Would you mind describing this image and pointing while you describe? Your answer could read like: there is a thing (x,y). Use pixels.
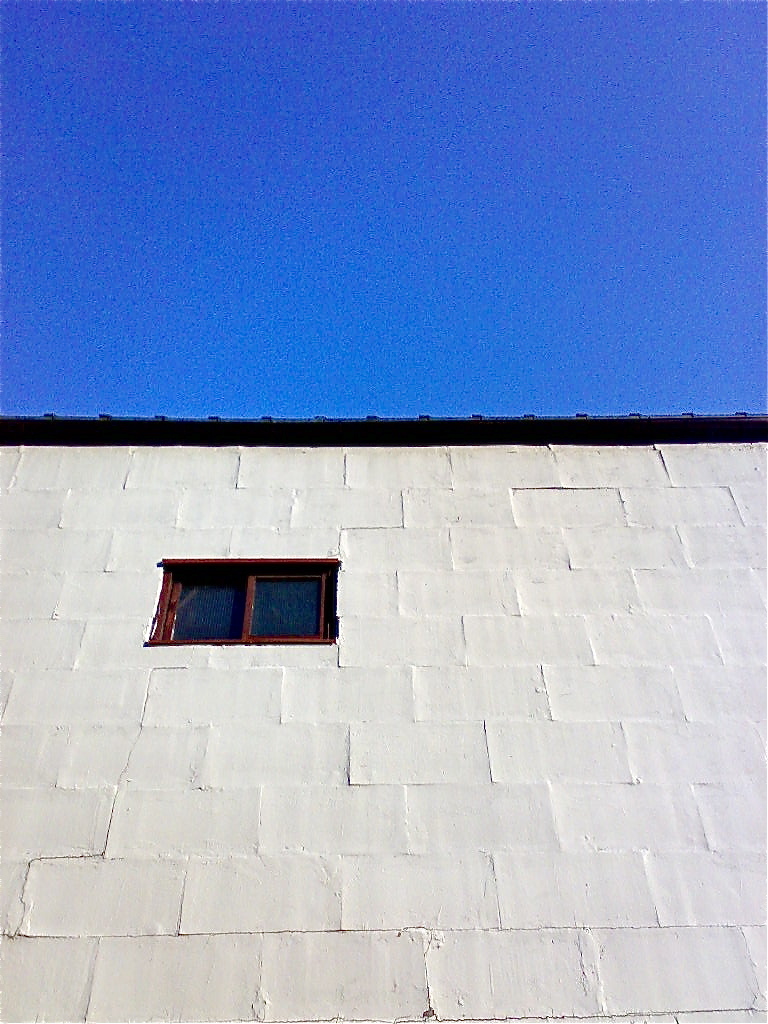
In this image we can see a wall (453,690) with a window (282,626). We can also see the sky (323,250).
